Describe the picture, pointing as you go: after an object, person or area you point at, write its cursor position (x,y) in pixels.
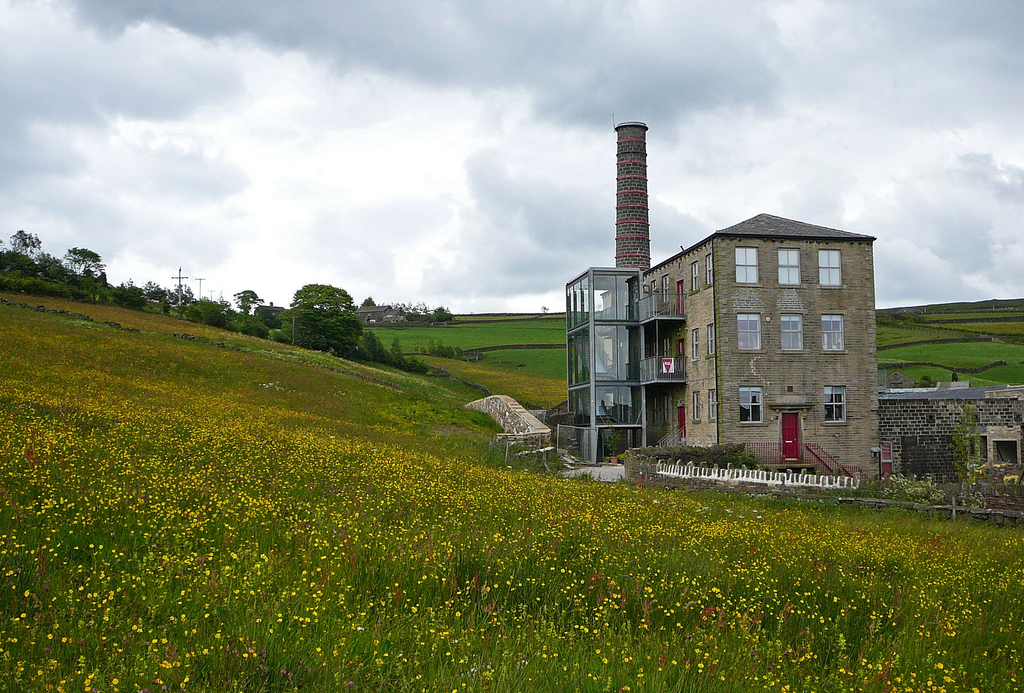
Here we can see plants (628,680) with flowers (356,529). Background (727,473) there is a building (849,394), fence (711,471), plants (976,492), trees (304,307), poles (199,298), tower (617,187), grass (460,319) and sky (505,145). Sky (505,145) is cloudy. To this building (740,297) there are glass windows (740,255) and door (790,446).
